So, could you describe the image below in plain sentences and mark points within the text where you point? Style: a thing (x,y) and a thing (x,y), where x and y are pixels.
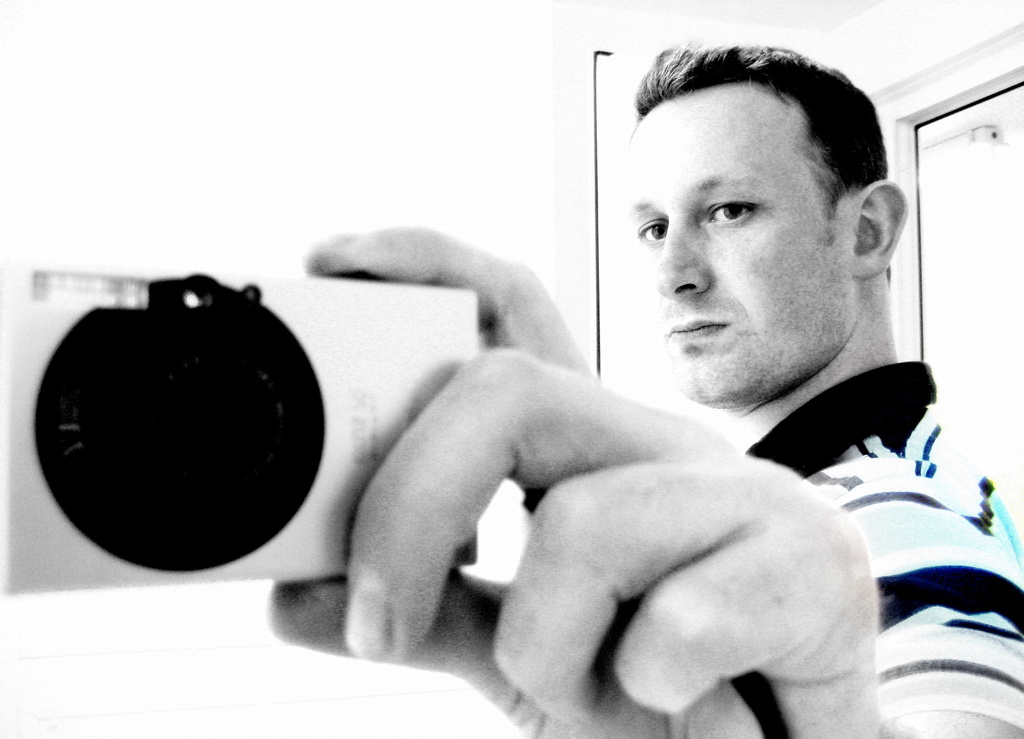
In this image in the foreground (757,422) there is one man (609,467) who is standing and he is holding a camera (358,380), in the background (487,201) there is a door (981,155) and a wall (267,719).
